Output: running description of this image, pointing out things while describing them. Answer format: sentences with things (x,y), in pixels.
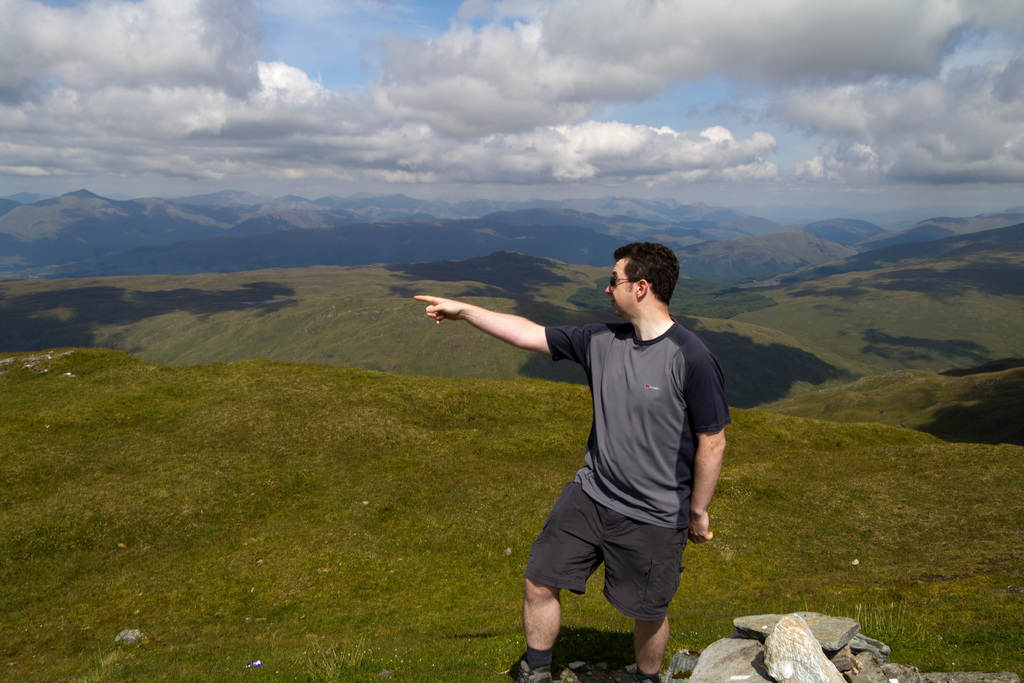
Sky (447,124) is cloudy. This man (643,543) is pointing towards the left side of the image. Land (335,287) is covered with grass (491,487). Background (31,257) there are hills (341,216).
